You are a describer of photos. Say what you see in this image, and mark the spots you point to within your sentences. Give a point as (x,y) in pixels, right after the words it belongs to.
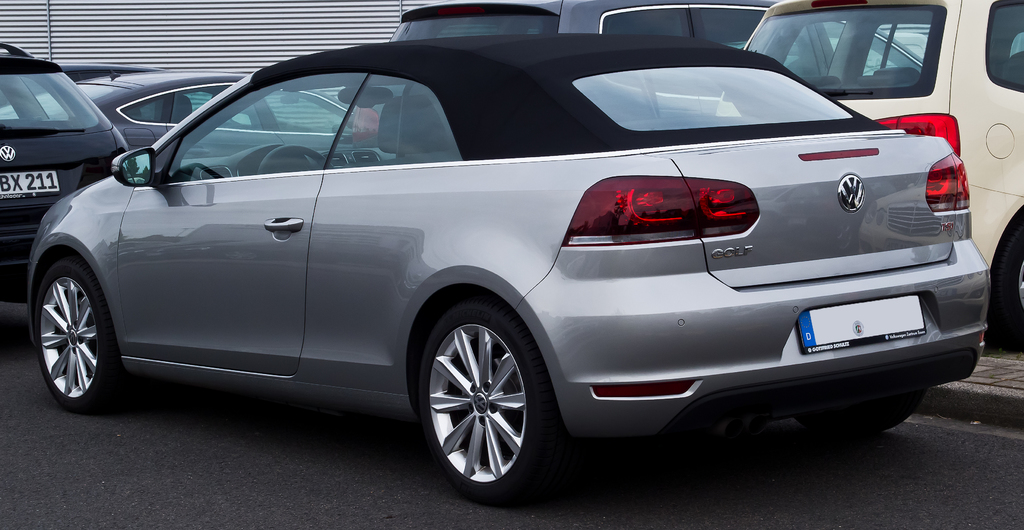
In this picture we can see a few vehicles (367,237) on the road (24,388). We can see an object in the background (21,23).
